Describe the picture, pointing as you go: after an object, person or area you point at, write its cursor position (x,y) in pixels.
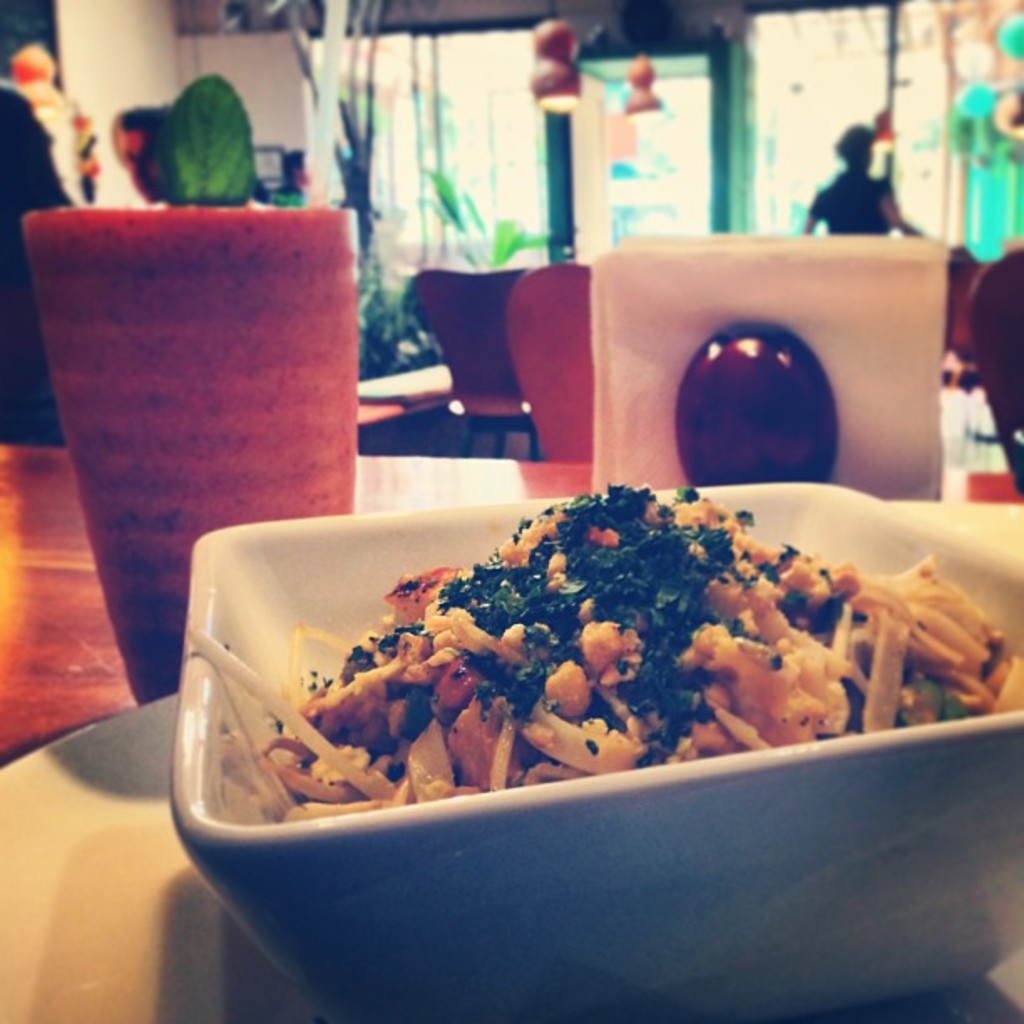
In this picture we can see a bowl (636,900) with food (404,617) in it, plate (131,735), glass (93,368) and these all are placed on a table (67,659), chairs (485,326), person (838,206) standing, plants (440,202) and some objects (727,247) and in the background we can see the wall (241,67).
